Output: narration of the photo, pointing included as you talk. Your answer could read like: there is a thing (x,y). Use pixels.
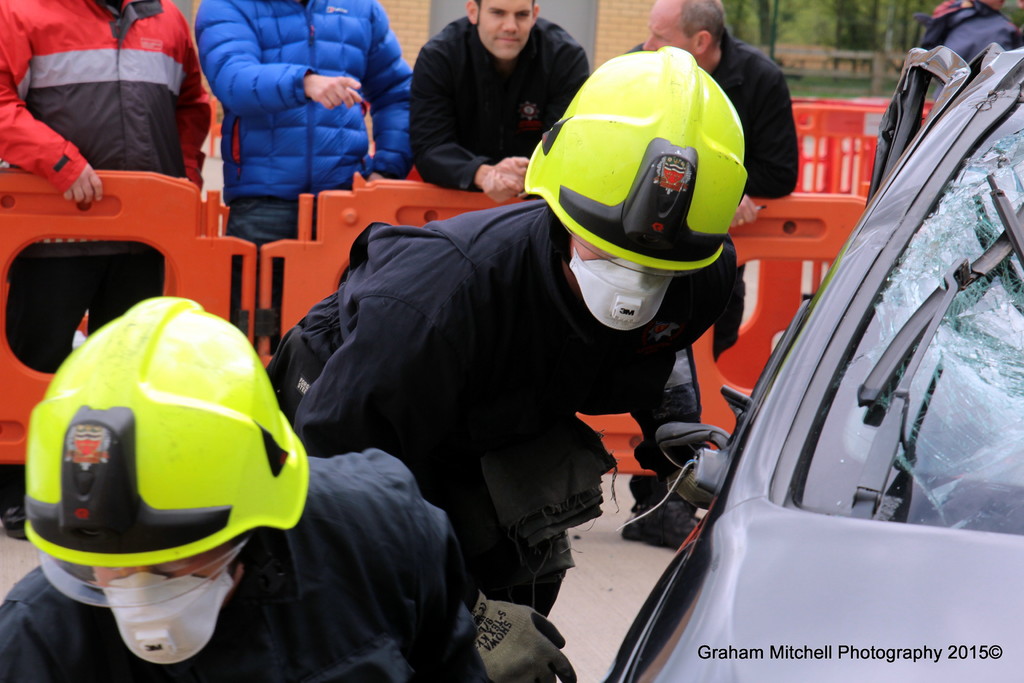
There are two people (321,370) wore helmets (684,229) and masks (206,599), in front of these people (379,579) we can see car (797,447). In the background (379,106) we can see people (731,38), red color objects (380,212), wall (642,5) and trees (805,15). In the bottom right side of the image (724,652) we can see text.
